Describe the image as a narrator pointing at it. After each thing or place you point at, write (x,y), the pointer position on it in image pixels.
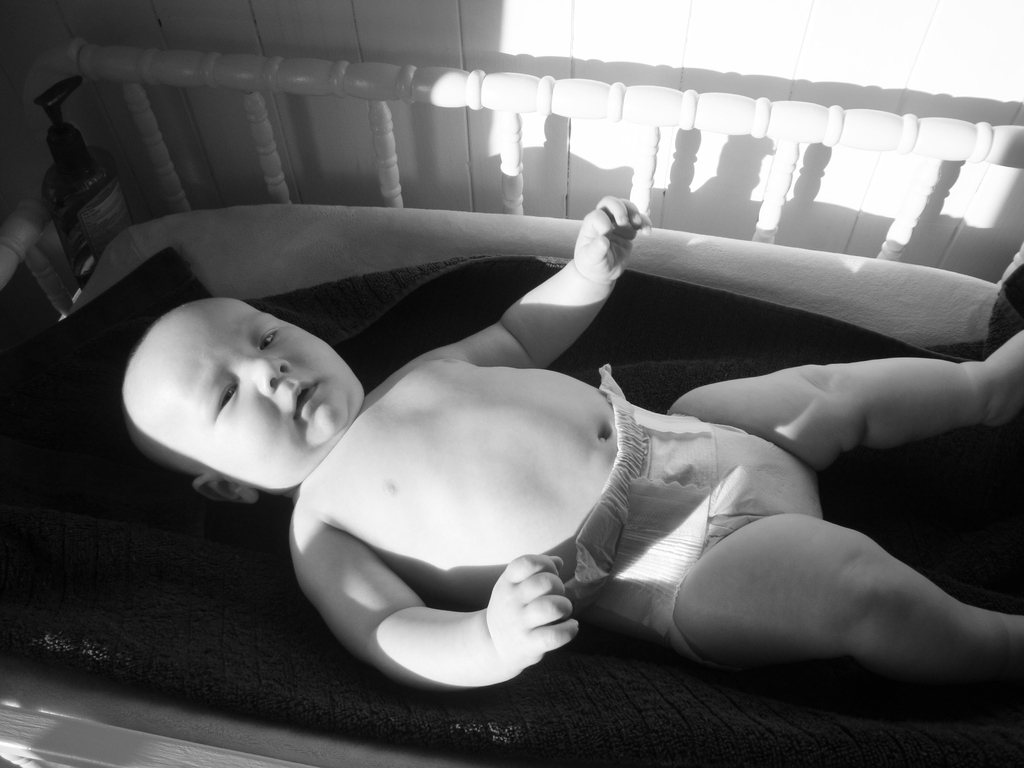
In this image we can see a baby (659,460). There is a bed (381,378) in the image. There is a wooden wall (639,78) in the image.
